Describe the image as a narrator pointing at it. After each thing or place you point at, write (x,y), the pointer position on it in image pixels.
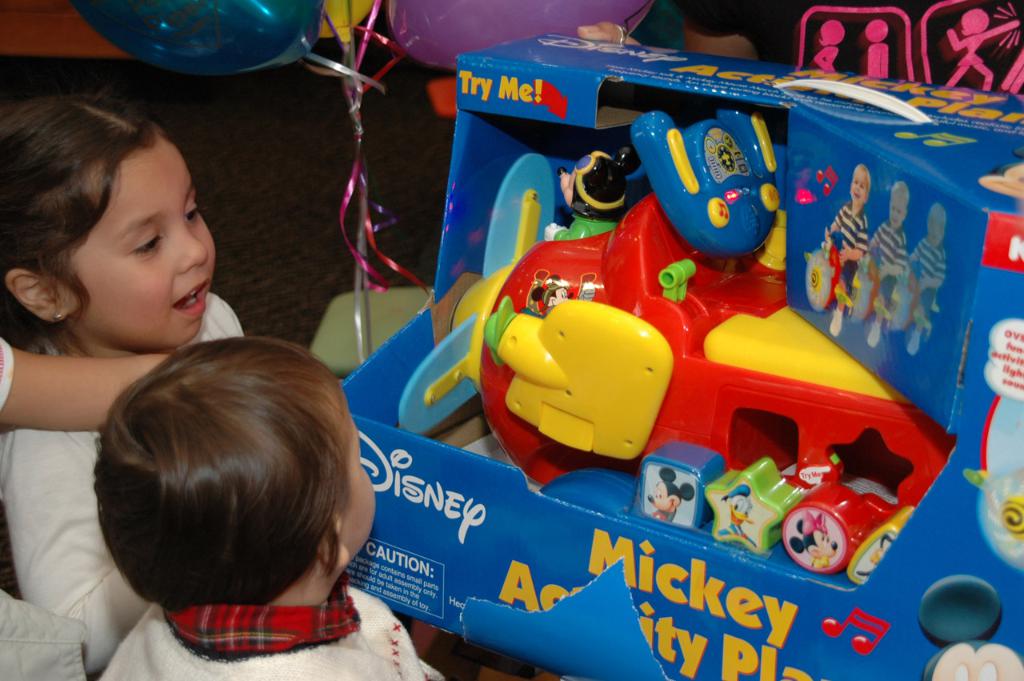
In the foreground of this image (147,279), on the left (162,659), there are kids (245,572) and a person's hand (113,392). On the right (823,540), there is a toy (749,505) in a cardboard box (459,540) holding by a person (865,52). On the top (347,24), there are balloons (273,15).
